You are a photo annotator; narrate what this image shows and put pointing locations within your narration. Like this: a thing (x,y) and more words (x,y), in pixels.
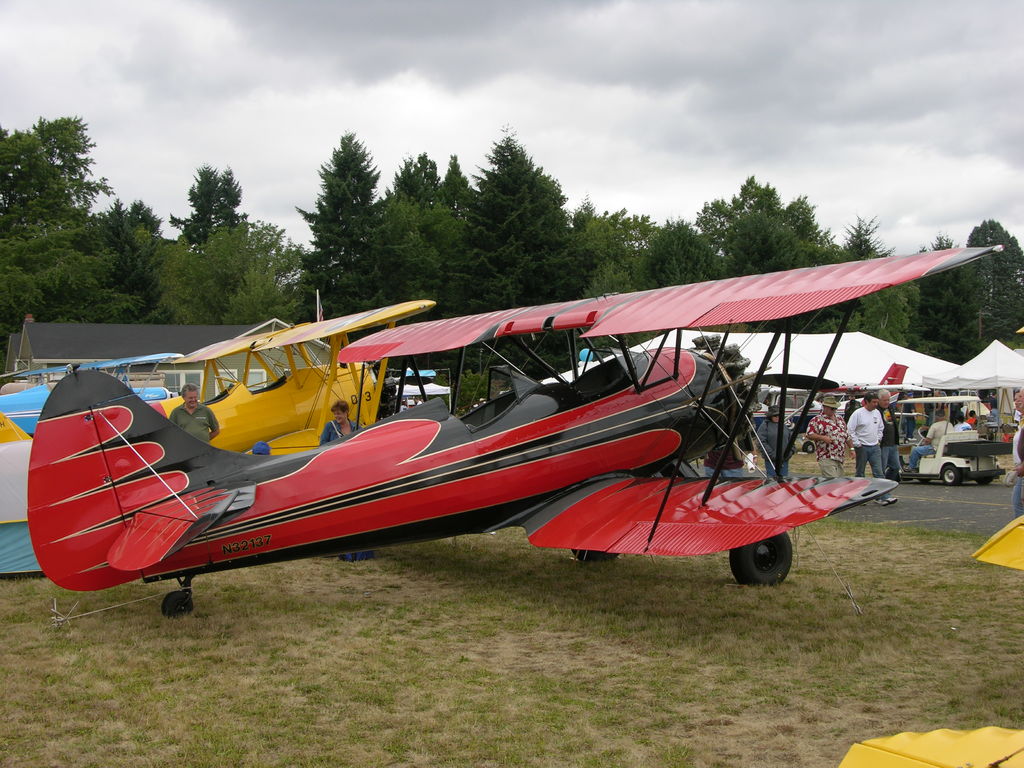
In this image there are few aircrafts (254,482) and there are few people (810,423) on the road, there is a vehicle (942,448) moving on the road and there are few camps (845,366). In the background (388,258) there are trees (504,230) and a sky (589,110).
